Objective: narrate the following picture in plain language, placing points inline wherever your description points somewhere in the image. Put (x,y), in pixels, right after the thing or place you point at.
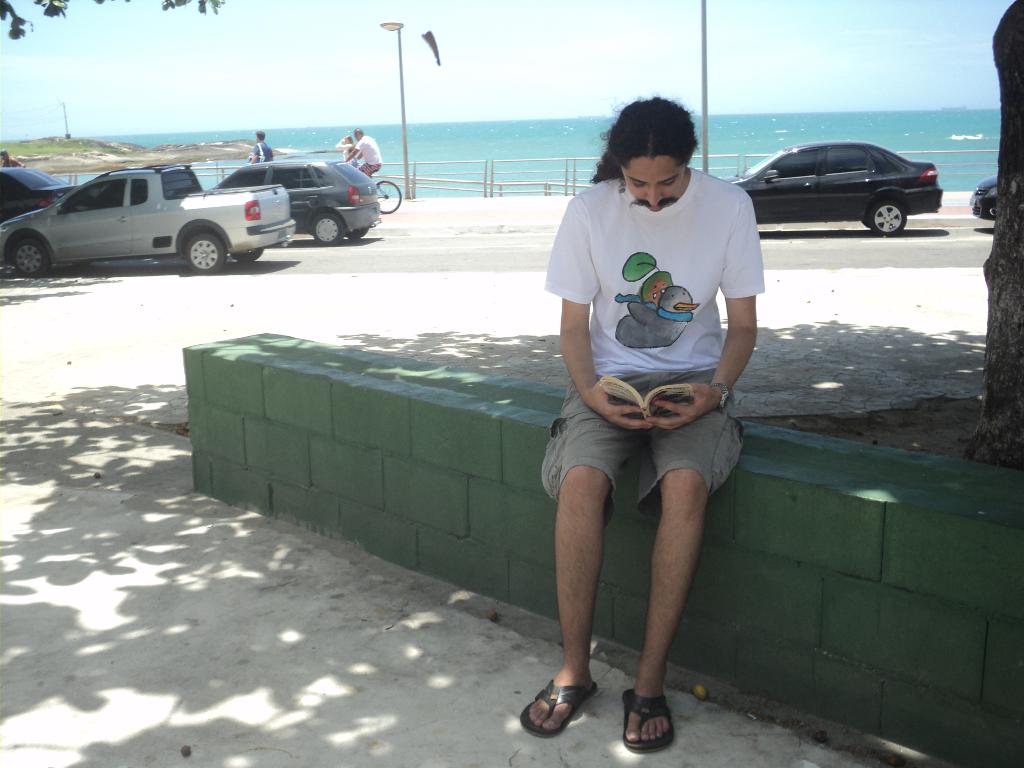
In this image I can see a person (669,243) wearing white t shirt (677,234), grey shorts (602,436) and black colored footwear (524,707) is sitting and holding a book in his hand (709,405). In the background (165,255) I can see few cars (274,210) on the road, few persons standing and a person (359,147) riding bicycle (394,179), the railing (504,193), few street light poles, the water (601,134), a tree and the sky (671,64).
